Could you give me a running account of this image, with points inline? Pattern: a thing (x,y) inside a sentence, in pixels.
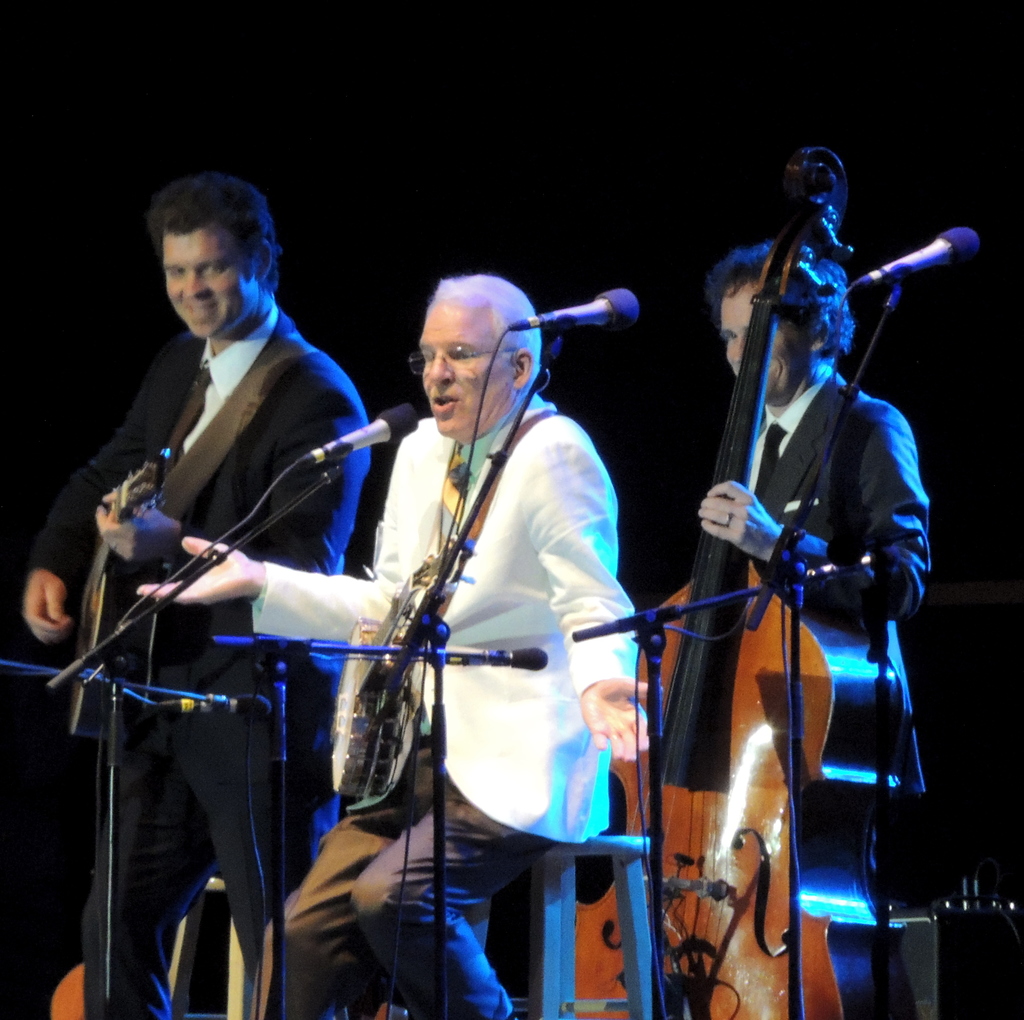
In this picture there are three people (490,557) on the stage (977,480) those who are performing the music, the person (306,483) who is at the left side of the image (148,758) is playing the guitar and the person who is at the right side of the image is playing the bass (778,721) and the person (476,325) who is at the center of the image (485,392) is singing.
